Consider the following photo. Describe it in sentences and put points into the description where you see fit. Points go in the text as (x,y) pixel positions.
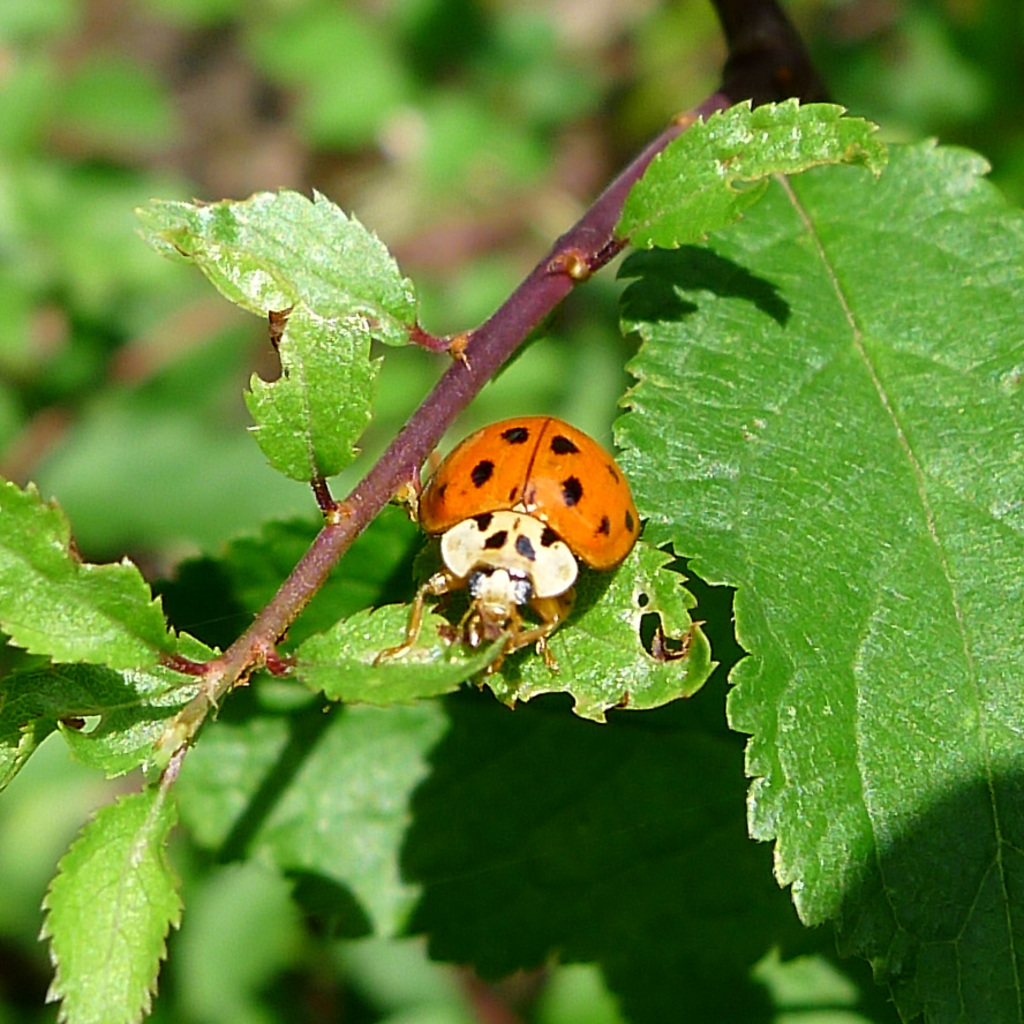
In the image in the center (372,561) we can see one branch (349,527) and leaves (2,771). On leaf (684,638), we can see one insect (499,492), which is in orange and black color. In the background (560,88) we can see trees (628,12).
